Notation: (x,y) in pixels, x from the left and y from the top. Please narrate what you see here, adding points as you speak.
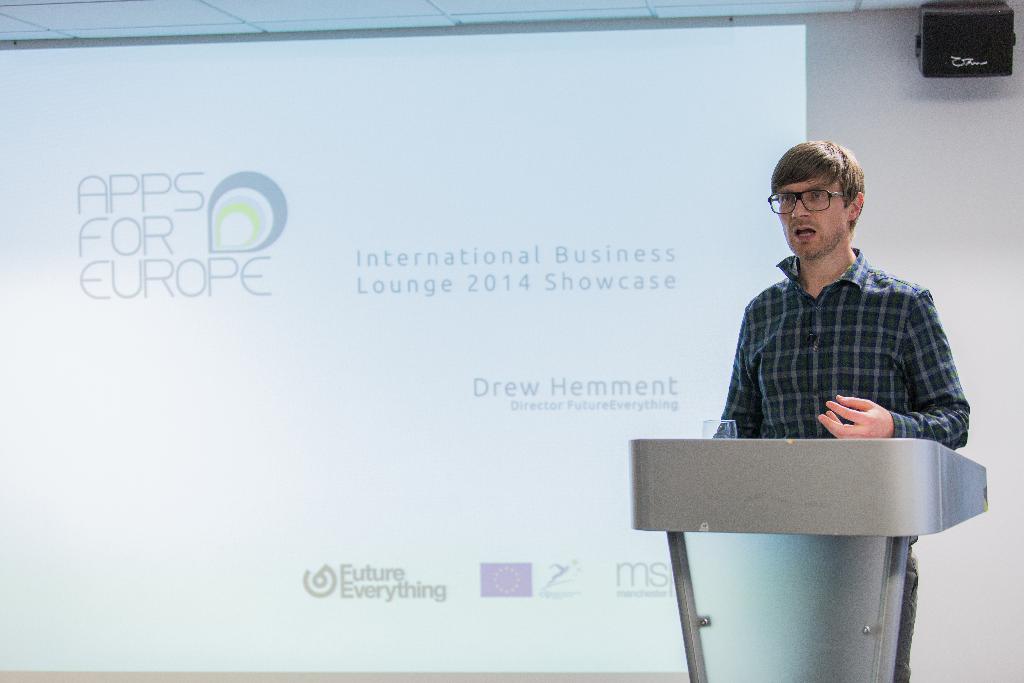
In this image in the front (785,503) there is a podium (817,516) and on the podium (776,456) there is a glass (733,431). In the Center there is a man (846,360) standing and speaking. In the background (427,262) there is a wall (980,251) and on the wall (955,226) there is a projector (339,286) running with some text (473,289) written on it. On the right side (982,21) there is a speaker (969,64) which is on the top right (952,59).
